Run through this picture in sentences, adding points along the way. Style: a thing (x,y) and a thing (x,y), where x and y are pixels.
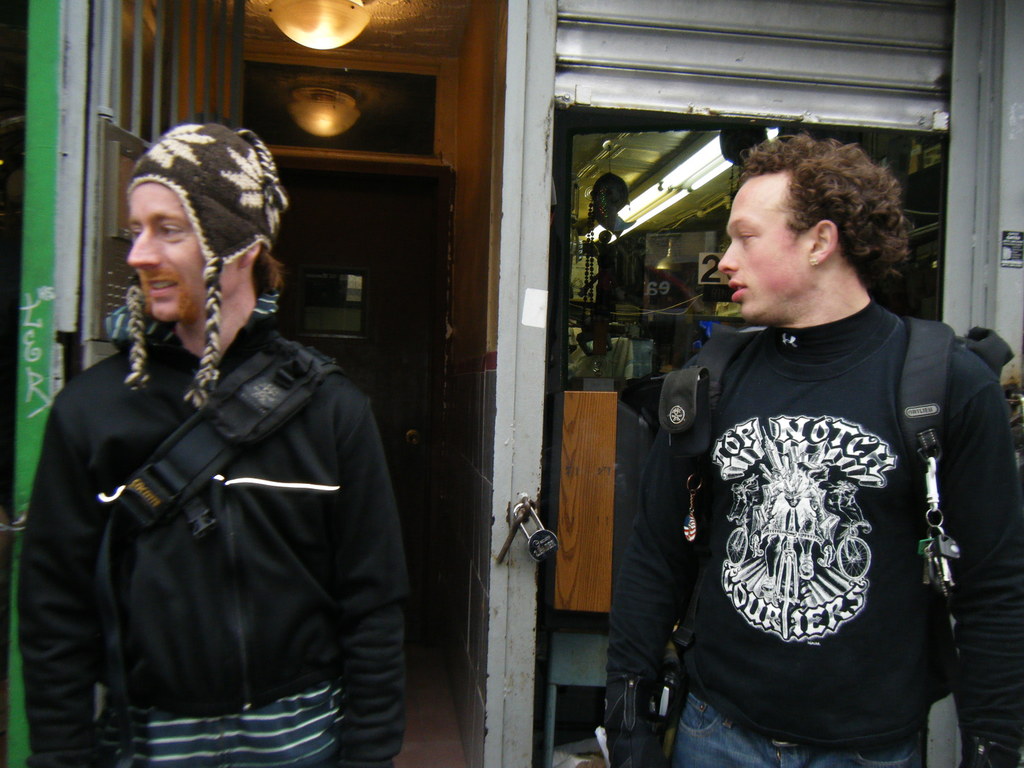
In the picture I can see a person (307,505) wearing black color dress (232,613), cap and carrying a bag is standing on the left side of the image (146,675) and a person (738,416) wearing T-shirt (1000,427) and carrying a backpack (703,352) is standing on the right side of the image (876,541). In the background (288,220), I can see glass doors (612,320), lights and a few more objects (675,12).
